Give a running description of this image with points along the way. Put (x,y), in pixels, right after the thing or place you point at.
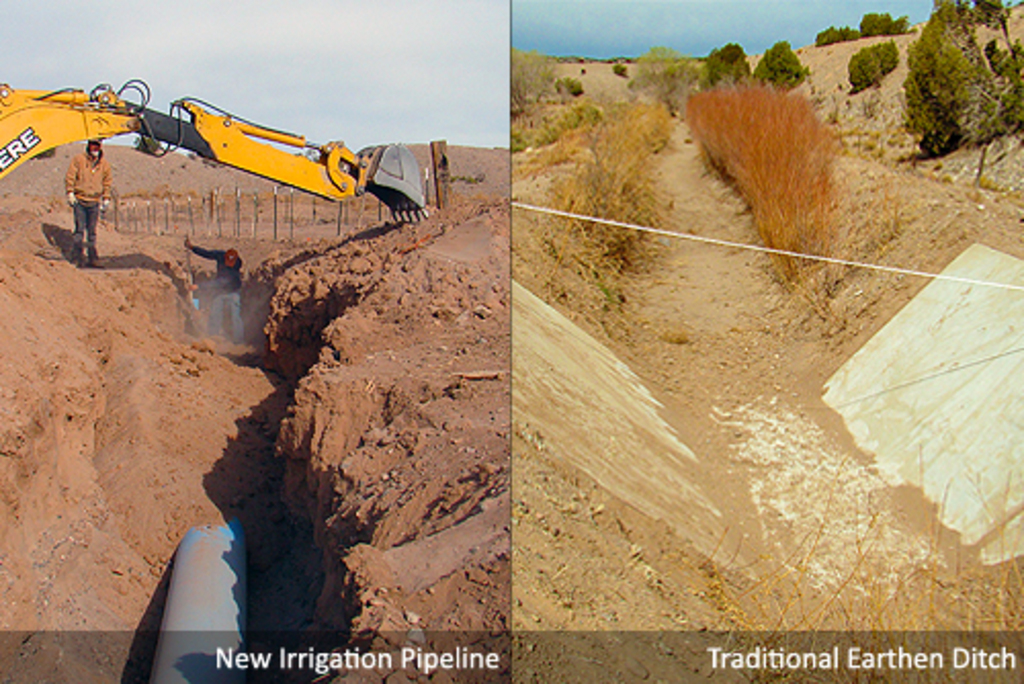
In the image on the left side (199,274) we can see the sky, clouds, excavator (160,116), pipe (207,537), soil (155,404) and two persons (95,220) were standing and holding some objects (187,250). On the right side of the image (780,163), we can see the sky (721,11), clouds (739,34), trees (976,47), plants (783,245) and grass (771,232). In the bottom of the image, we can see watermarks (348,666).
